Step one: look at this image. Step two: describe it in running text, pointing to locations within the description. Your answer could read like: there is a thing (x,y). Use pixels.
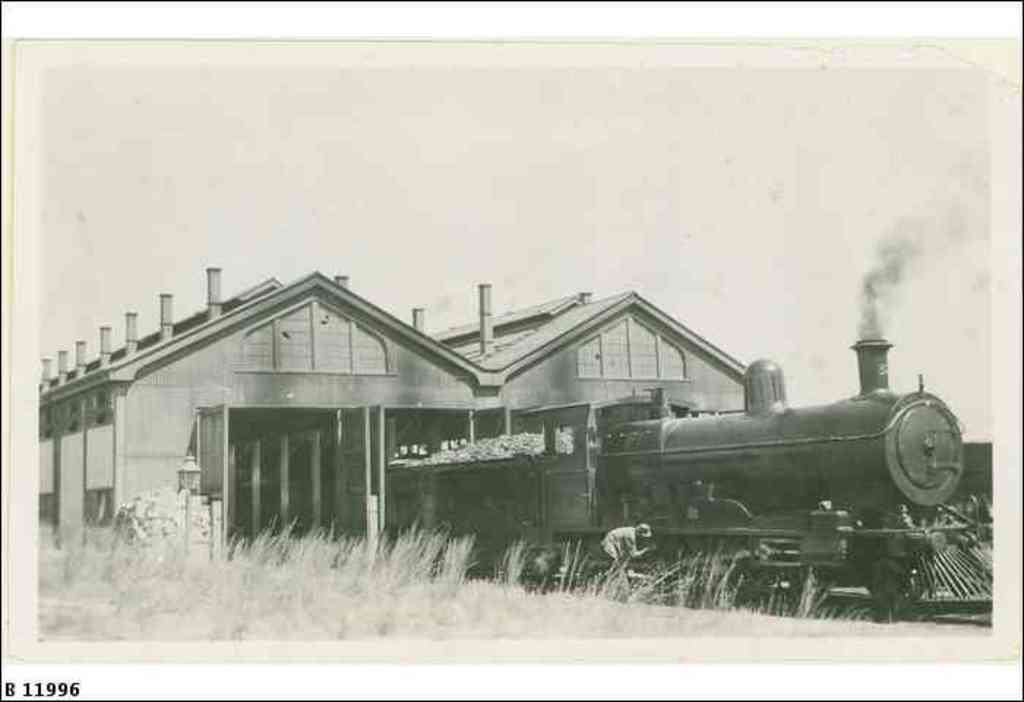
In this image we can see black and white picture of a train (785,462) placed on the track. One person (625,544) is standing. In the foreground (556,594) we can see some plants (336,559). In the background (648,364), we can see buildings (344,359) with poles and the sky (431,202). At the bottom (168,593) we can see the ground (181,612).
